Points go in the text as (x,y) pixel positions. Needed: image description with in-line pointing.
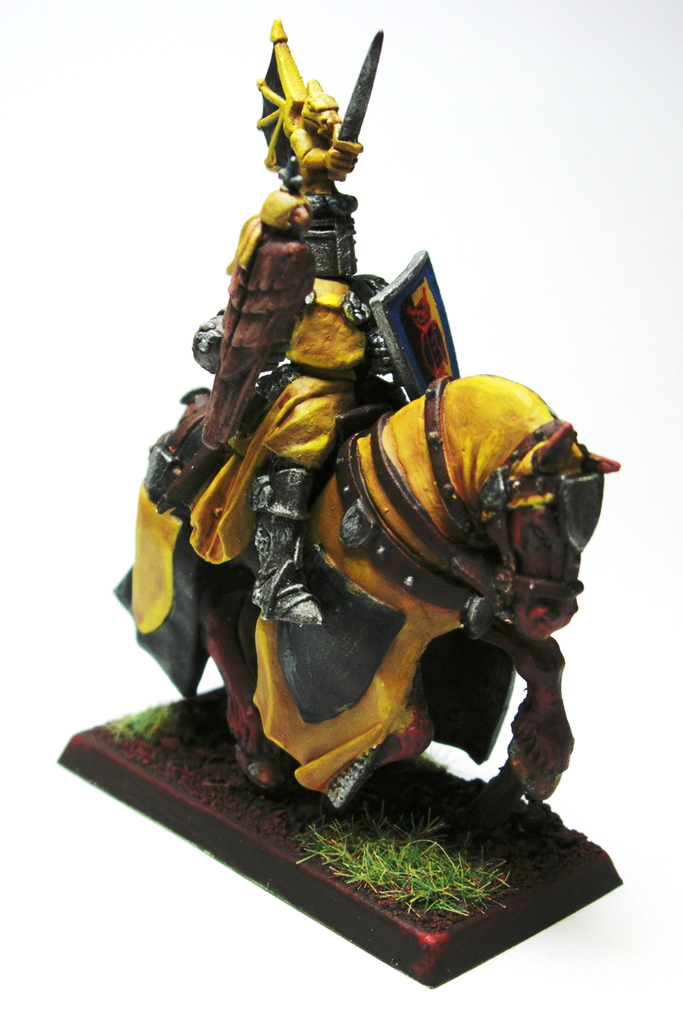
In this image there is a toy sculpture (292,562) of a man (323,155) holding a sword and an Armour (390,321) in the hands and sitting on the horse (308,685).
